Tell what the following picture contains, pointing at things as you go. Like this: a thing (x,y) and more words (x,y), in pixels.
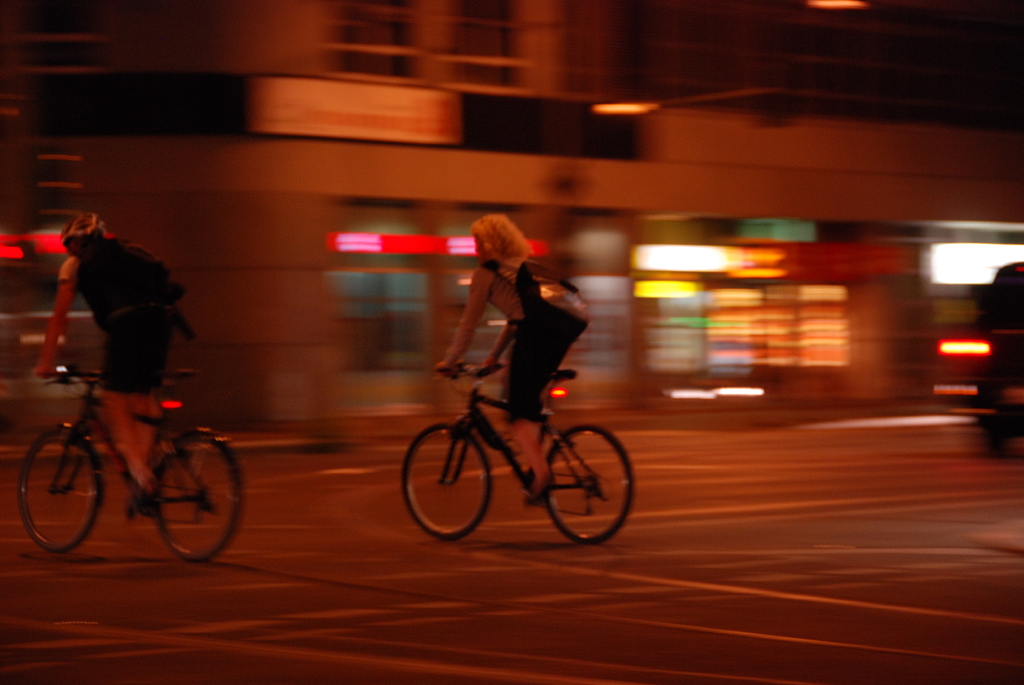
This picture shows couple of them (499,296) riding bicycles (431,526) and we see a building (624,333) and a vehicle (1001,362) moving.
